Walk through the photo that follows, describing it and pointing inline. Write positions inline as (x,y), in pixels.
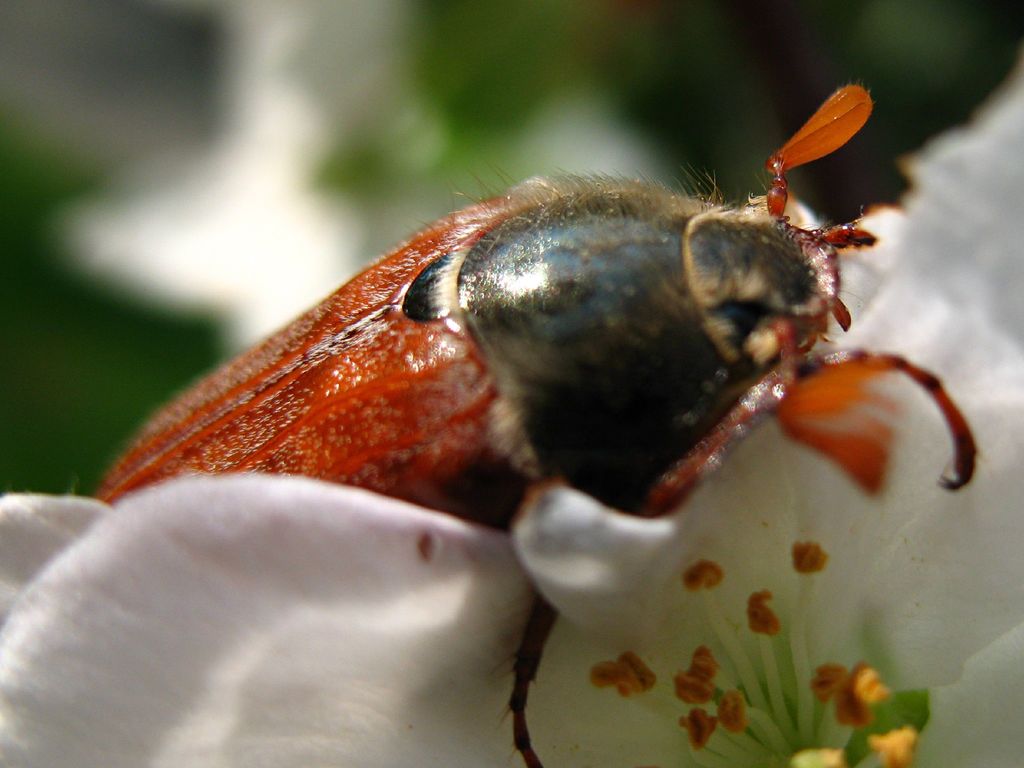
In this image I can see a white colour flower (517,572) in the front (622,532) and on it I can see an insect (750,353). I can see colour of the insect (539,436) is orange and black. I can see this image is little bit blurry in the background (300,194).
